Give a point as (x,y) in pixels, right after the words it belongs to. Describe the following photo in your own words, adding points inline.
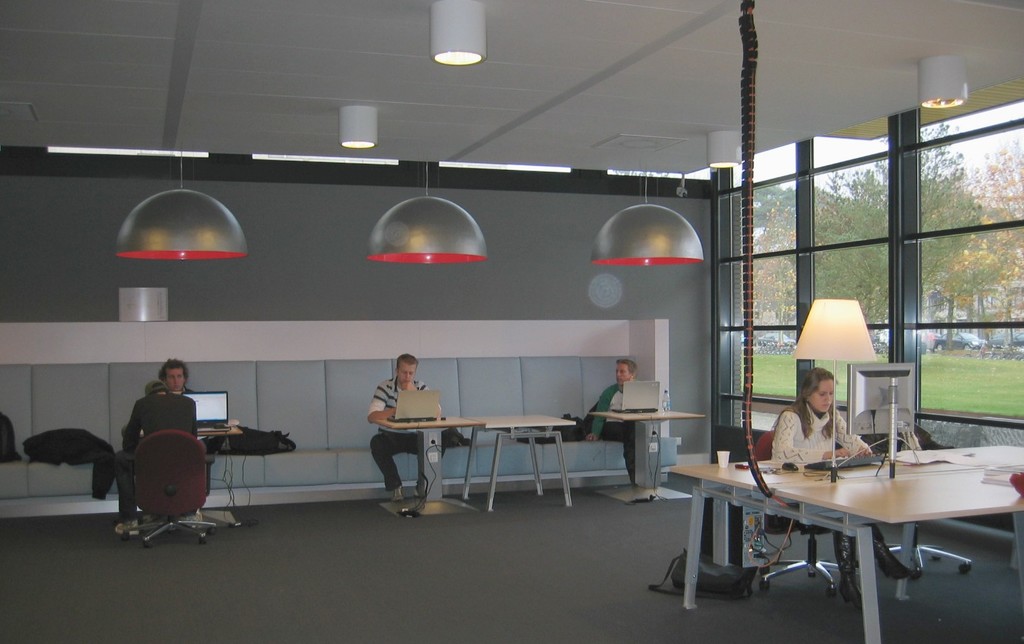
The picture is clicked inside a room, there are many people (177,422) sitting in front of the table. All these guys (821,397) are operating their monitors (880,410). To the background (63,250) there is a grey color wall (332,231) and there is a designed roof (906,82) which has lights (468,49) and hanging (157,204) all over the place.
